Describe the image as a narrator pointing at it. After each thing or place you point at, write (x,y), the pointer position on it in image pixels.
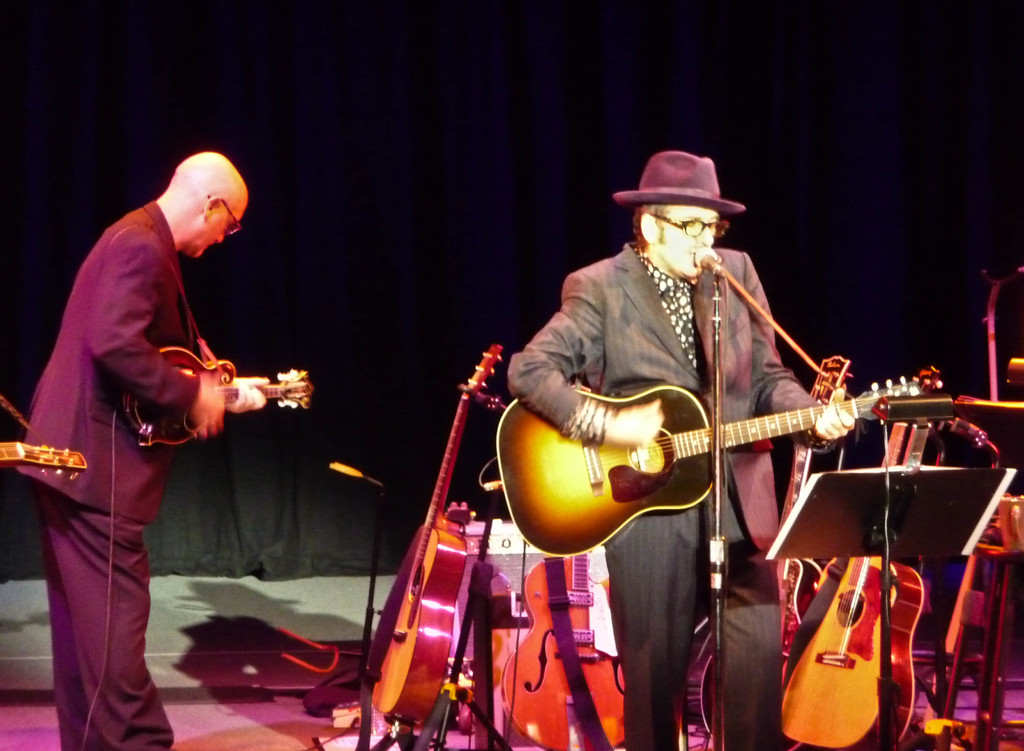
In this image, two peoples (70,522) are playing a musical instrument (647,463). There are so many musical instruments (419,604) are placed at the bottom (527,697). And the background (456,215), we can see a black color curtain (441,223). And here we can see book (845,480) and stand (888,547) and microphone (707,258) here.
